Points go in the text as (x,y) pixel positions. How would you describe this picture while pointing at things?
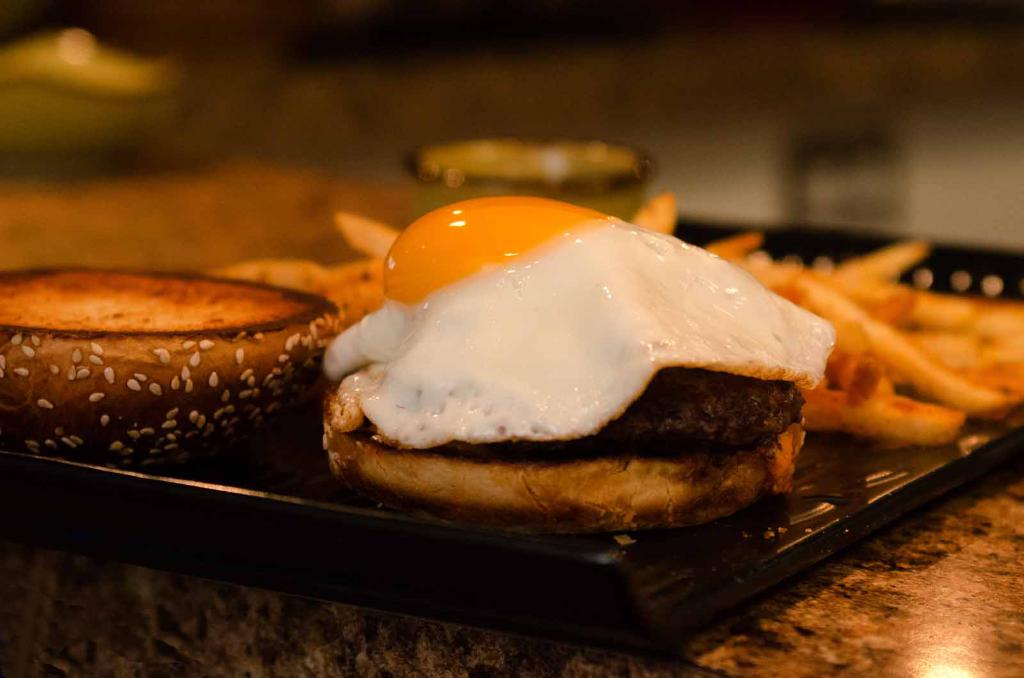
In this image we can see food items (652,361) on a black color object (634,634) which is on the platform (806,645). There is a blur background (421,5).
